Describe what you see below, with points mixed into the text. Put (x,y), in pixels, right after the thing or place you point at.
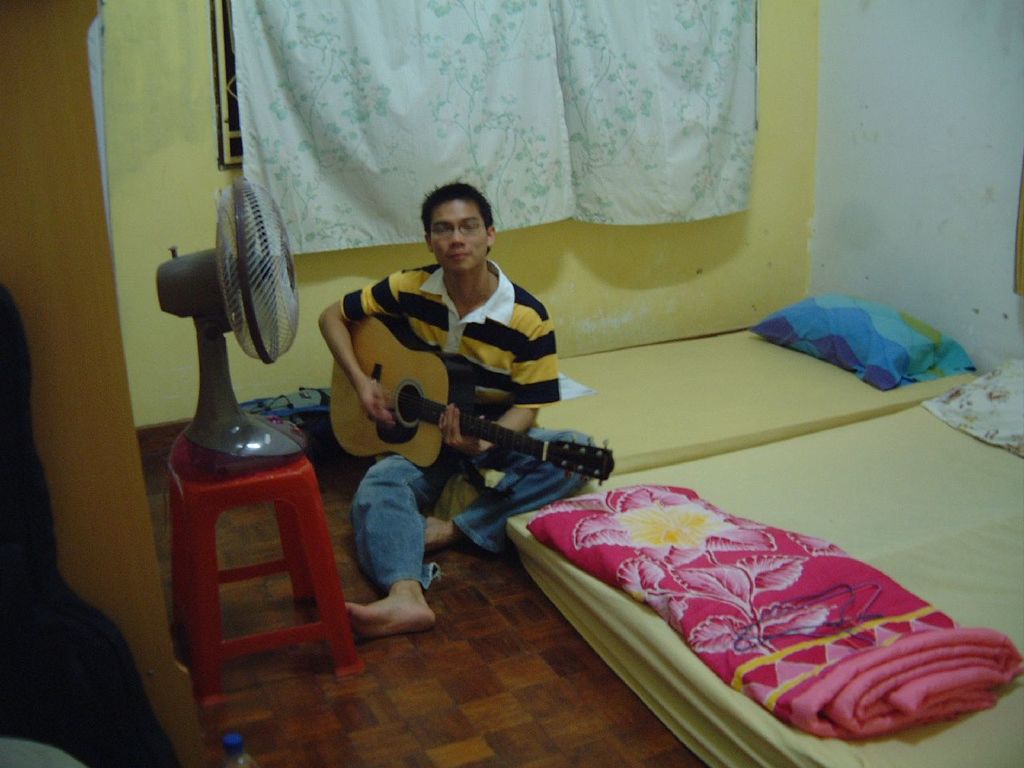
In this picture there is a person (472,205) who is sitting on the floor (456,557) at the center of the image (358,400) and there is a table fan (224,247) at the left side of the image (190,444) and a window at the center of the image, he is playing the guitar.
